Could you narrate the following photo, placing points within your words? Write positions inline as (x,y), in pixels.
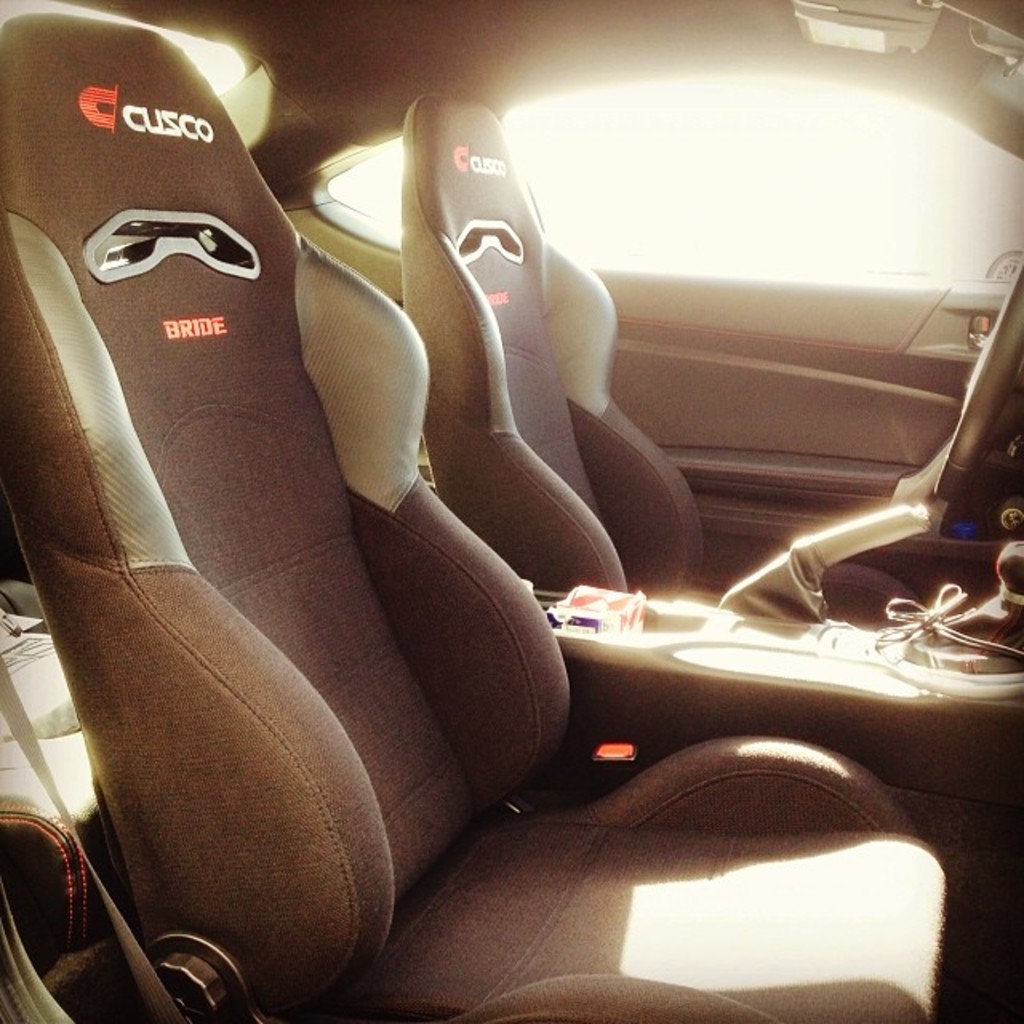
Here we can see an inside view of a vehicle (673,530), we can see two seats (569,519), a gear rod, a window (805,255) and a wire (940,605).
